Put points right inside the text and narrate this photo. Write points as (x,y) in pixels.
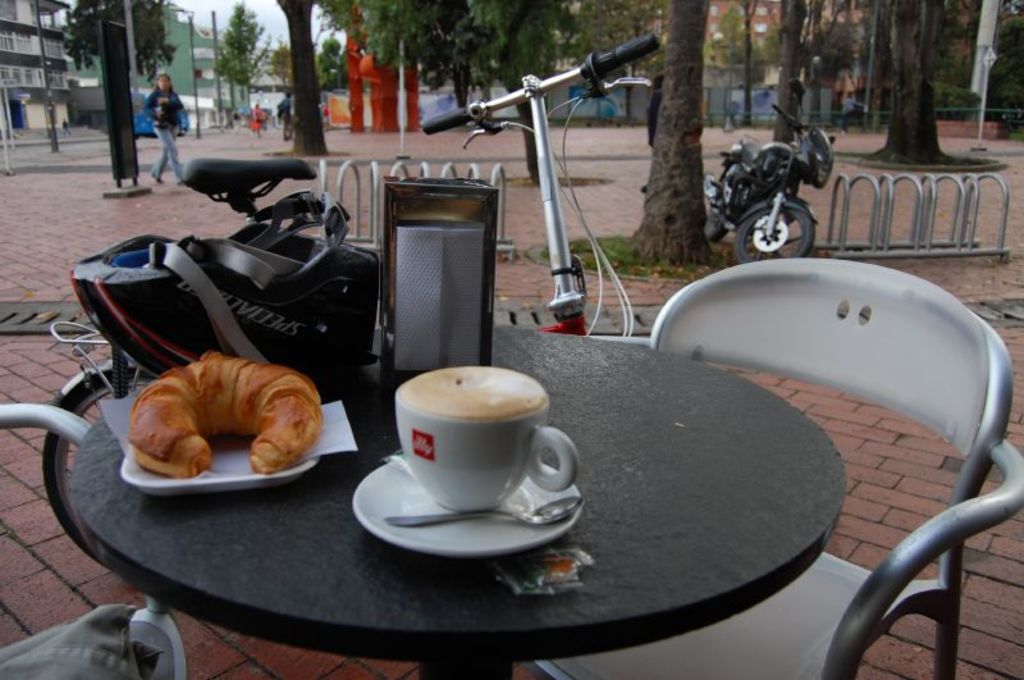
In this picture there is a table (608,375) in a street (219,203) where food items (217,406) are kept on it. In the background (526,47) we observe few trees (686,113), a bike (750,183) and a lady (175,111).
